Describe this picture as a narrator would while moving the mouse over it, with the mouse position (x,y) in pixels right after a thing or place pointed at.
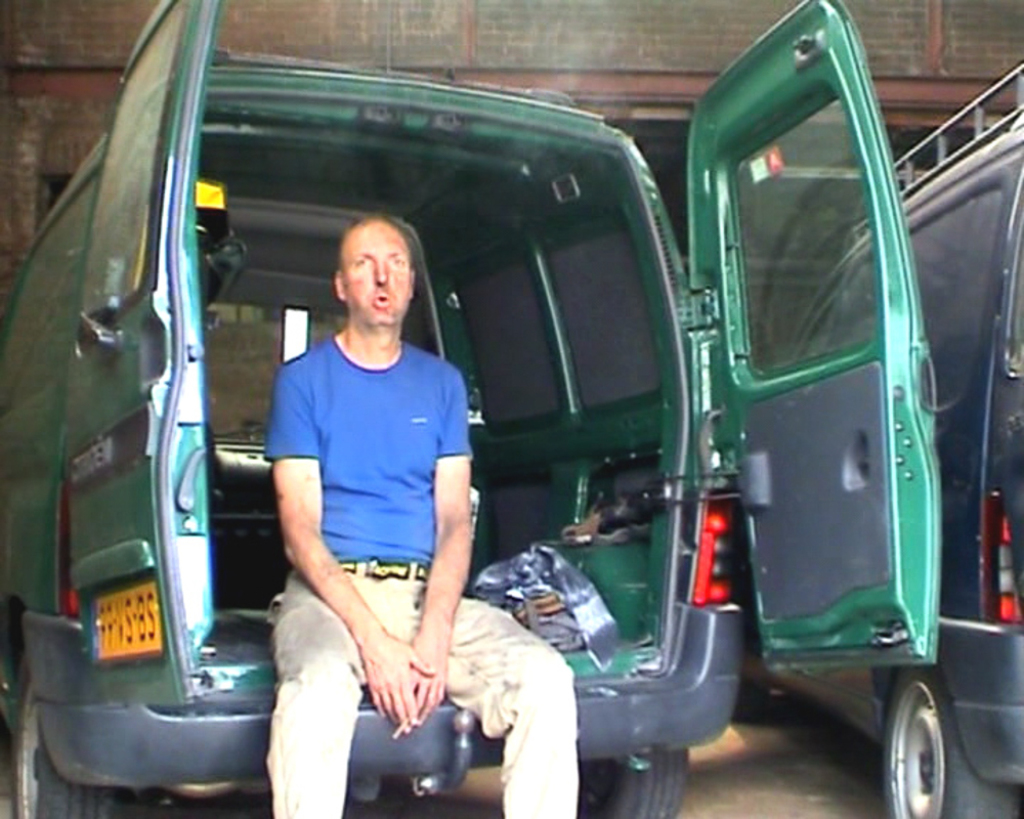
Here is a man (300,802) sitting on the backside of a van (158,185) as the doors (808,285) of the van (190,305) are open.
